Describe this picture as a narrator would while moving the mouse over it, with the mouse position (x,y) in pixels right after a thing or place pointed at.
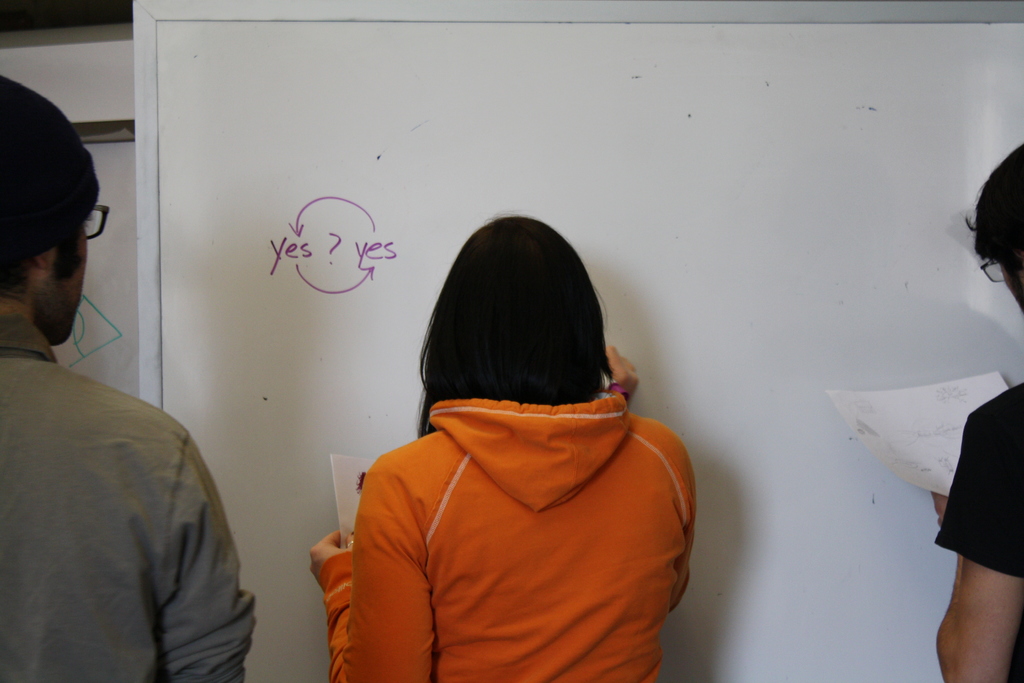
In the picture we can see three people (988,227) are standing near the white board (294,681), a woman (340,638) is writing something on the board (791,508) and holding a paper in the hand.
